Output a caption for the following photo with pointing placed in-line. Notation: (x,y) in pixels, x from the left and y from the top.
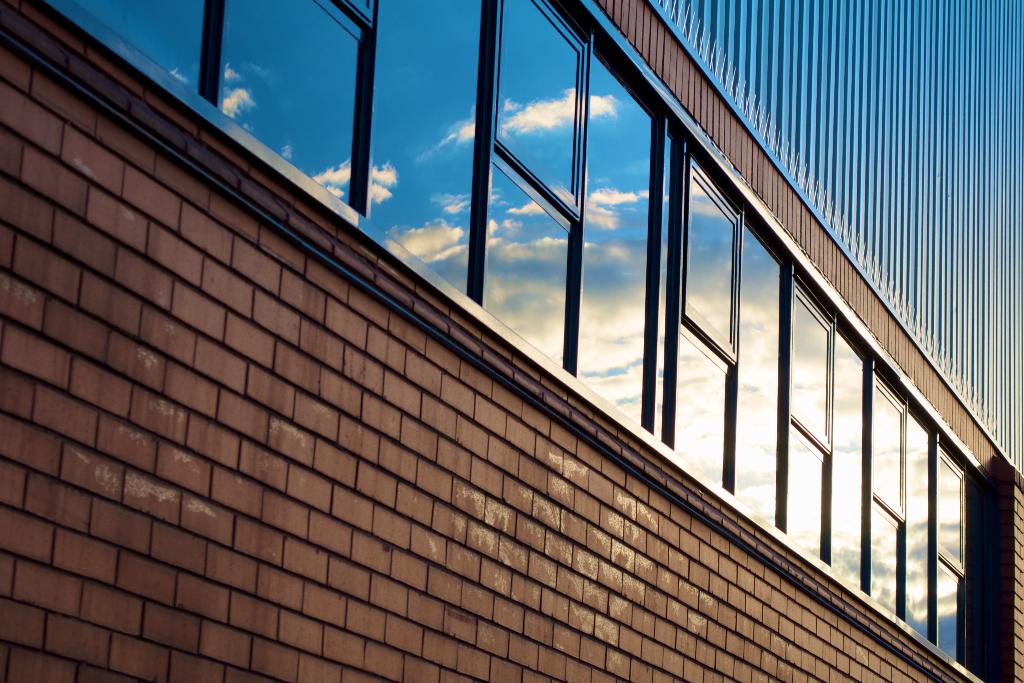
Here we can see a building (772,407) and glasses (950,641). On the glasses (262,12) we can see the reflection of sky (571,162) with clouds (659,347).
